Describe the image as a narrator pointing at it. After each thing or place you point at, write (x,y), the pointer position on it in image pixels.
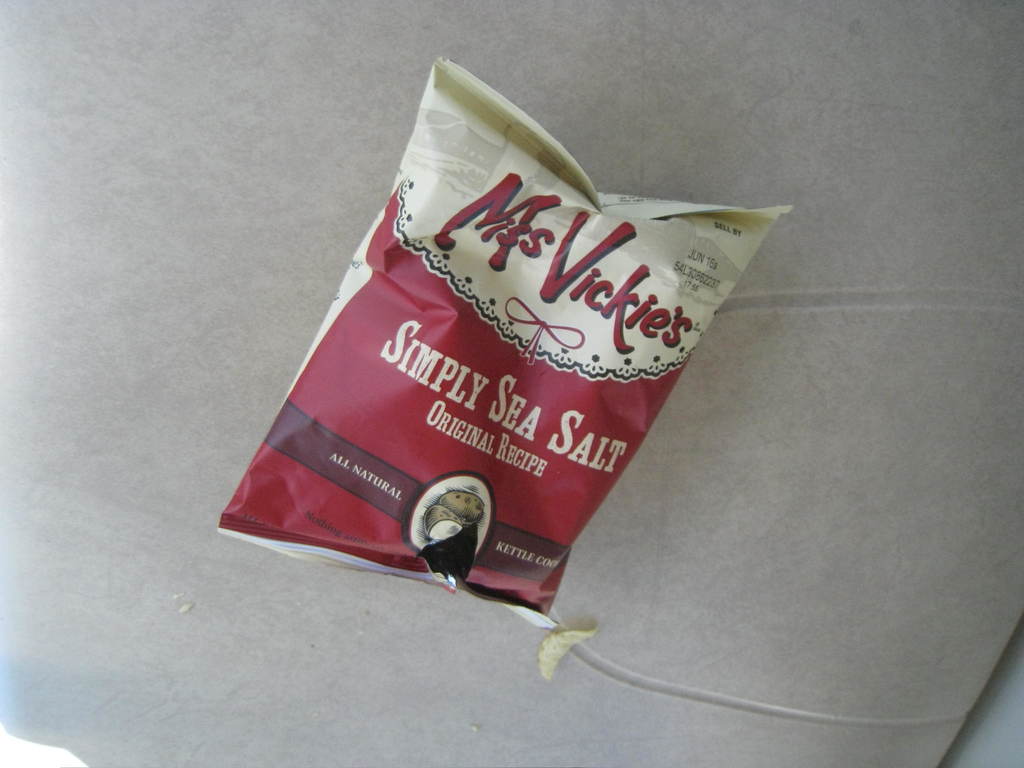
In this image there is a chips packet (576,316) in the middle (510,343).
